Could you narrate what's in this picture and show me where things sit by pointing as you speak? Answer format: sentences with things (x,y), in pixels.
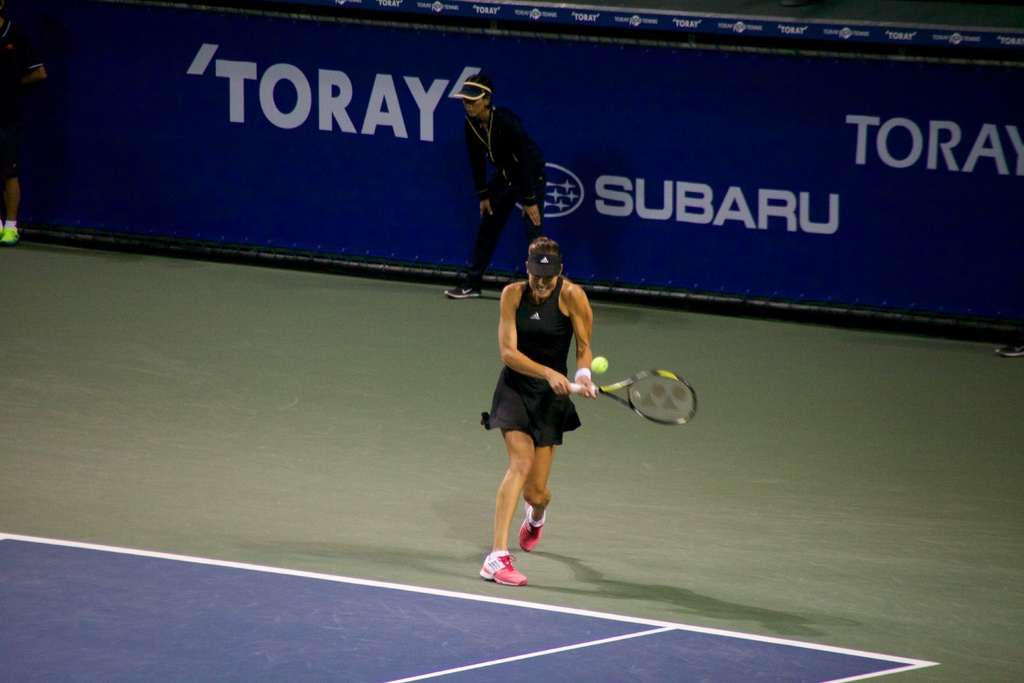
A woman (513,438) wearing a black dress (515,416) holding a racket (612,387) is playing tennis. A person (509,159) is standing behind her. This is a tennis court (370,578). And there is a banner (442,91) in the background (436,151).
